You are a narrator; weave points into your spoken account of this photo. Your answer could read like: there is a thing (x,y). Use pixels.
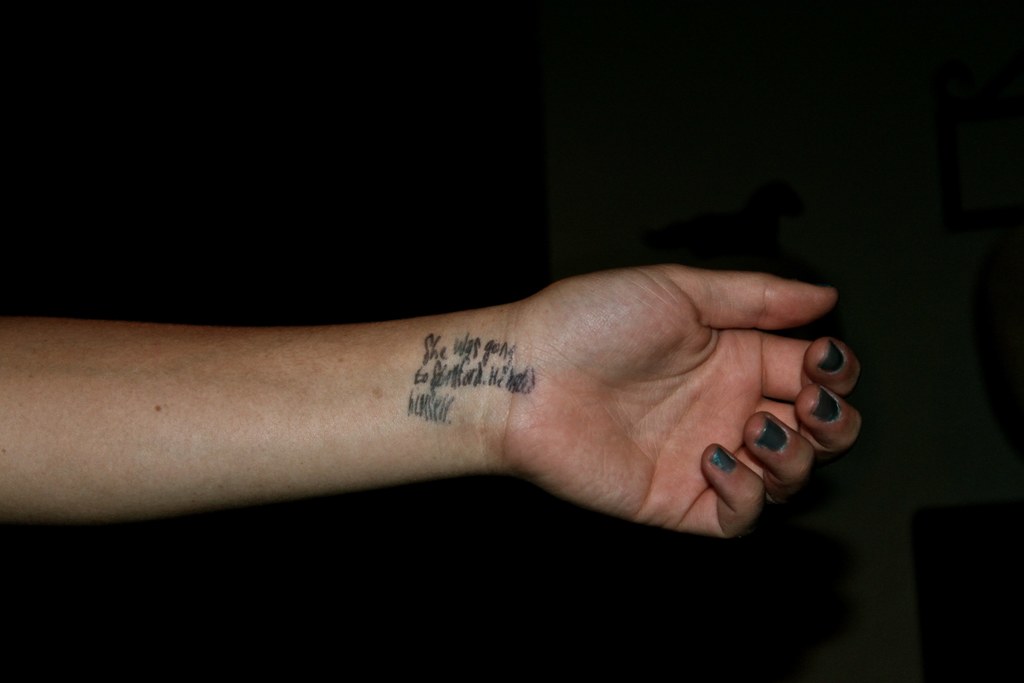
In this image we can see a person's hand (398,384), on the hand (458,376) we can see some text (458,390) and the background (601,173) is dark.
